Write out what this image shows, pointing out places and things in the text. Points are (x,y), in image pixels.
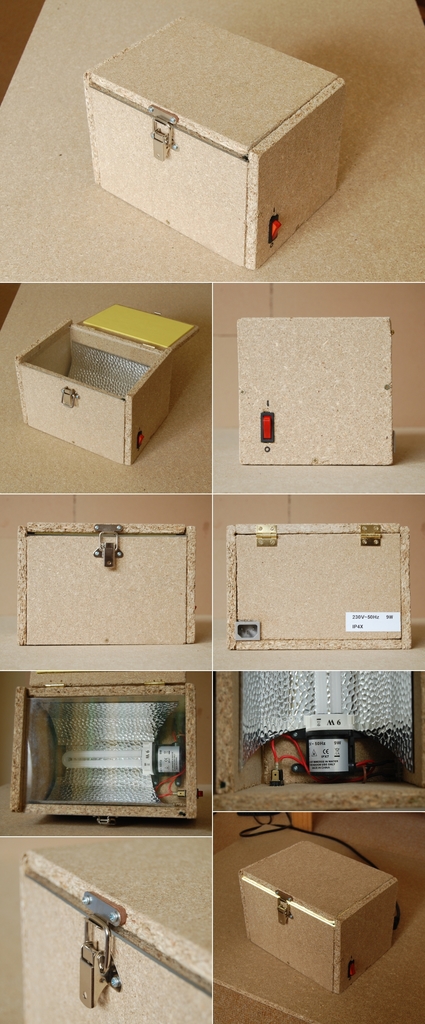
In this image I can see a collage picture, I can also see a box (163,212) in cream color and I can also see few light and a wall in cream color.
